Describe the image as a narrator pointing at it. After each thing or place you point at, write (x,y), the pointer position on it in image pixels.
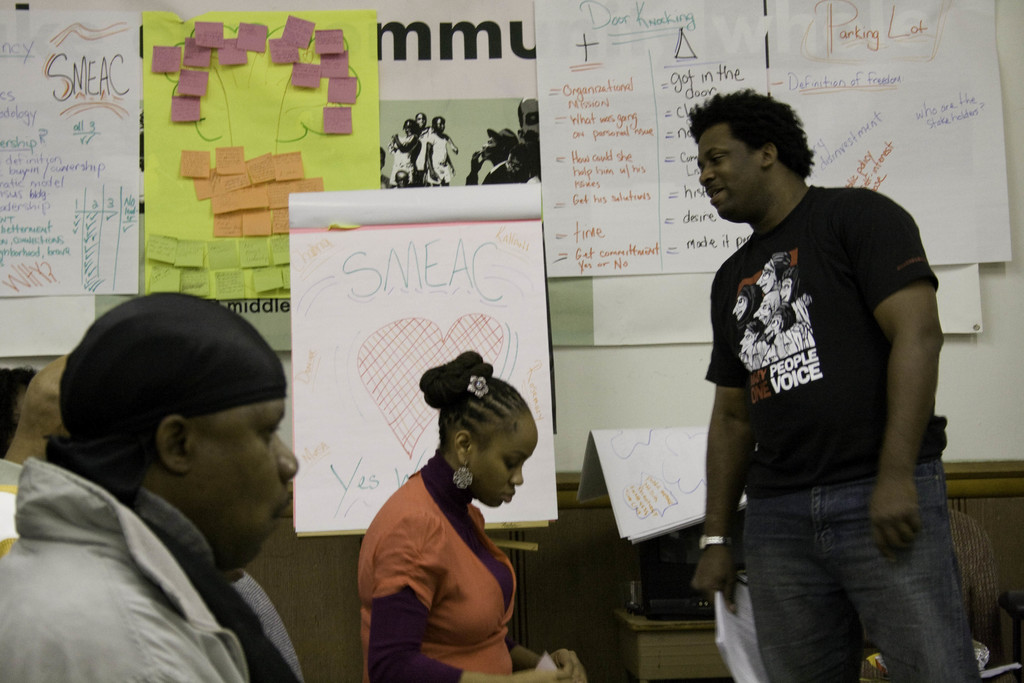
In this picture there is a man (857,291) who is wearing black t-shirt (836,286) and jeans (857,600). He is holding a paper (735,648). At the bottom (442,536) there is a woman (423,539) who is wearing orange dress (472,625). On the left (163,527) there is a man (166,647) who is wearing black cap (120,430). In the background (705,61) we can see posters (558,52), papers (87,143) and photo frame (456,144) attached on the wall (442,71). In the center (414,258) there is a board (442,324).
